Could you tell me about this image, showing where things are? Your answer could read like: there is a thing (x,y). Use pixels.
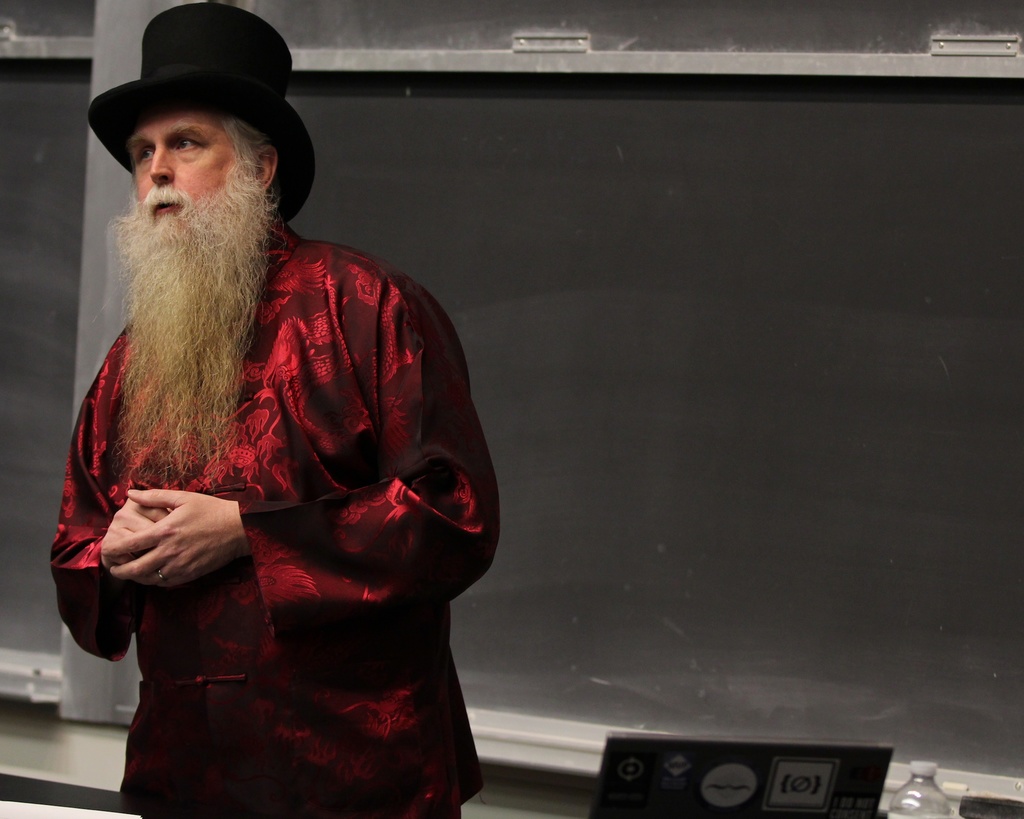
In this picture there is a man (293,203) on the left side of the image (291,280), there is a water bottle (929,778) in the bottom right side of the image (926,792).
